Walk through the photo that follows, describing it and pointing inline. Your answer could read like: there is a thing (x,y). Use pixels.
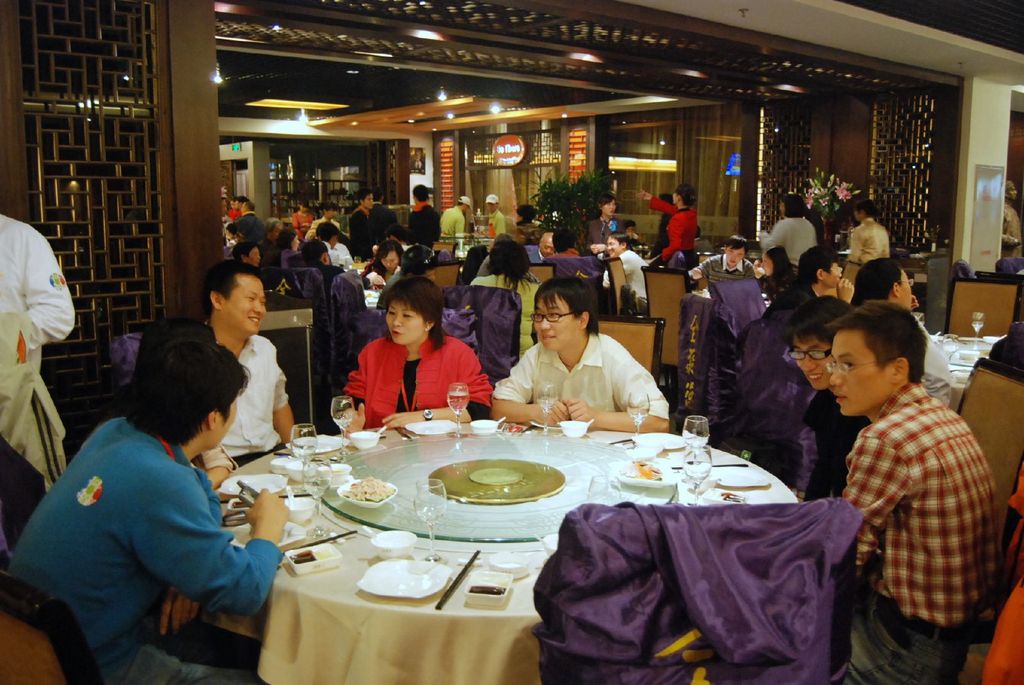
A picture inside of a restaurant (486,90). Most of the persons (864,538) are sitting on a chair (661,286). Few persons (453,210) are standing. Far there is a plant (569,197). Light (583,64) are attached to the rooftop (483,118). In-front of this person's (246,585) there is a table (304,593), on a table (418,615) there are chopsticks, plate (429,594), bowl (405,542), glass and food (377,492). Those chairs (779,374) are in purple color.
